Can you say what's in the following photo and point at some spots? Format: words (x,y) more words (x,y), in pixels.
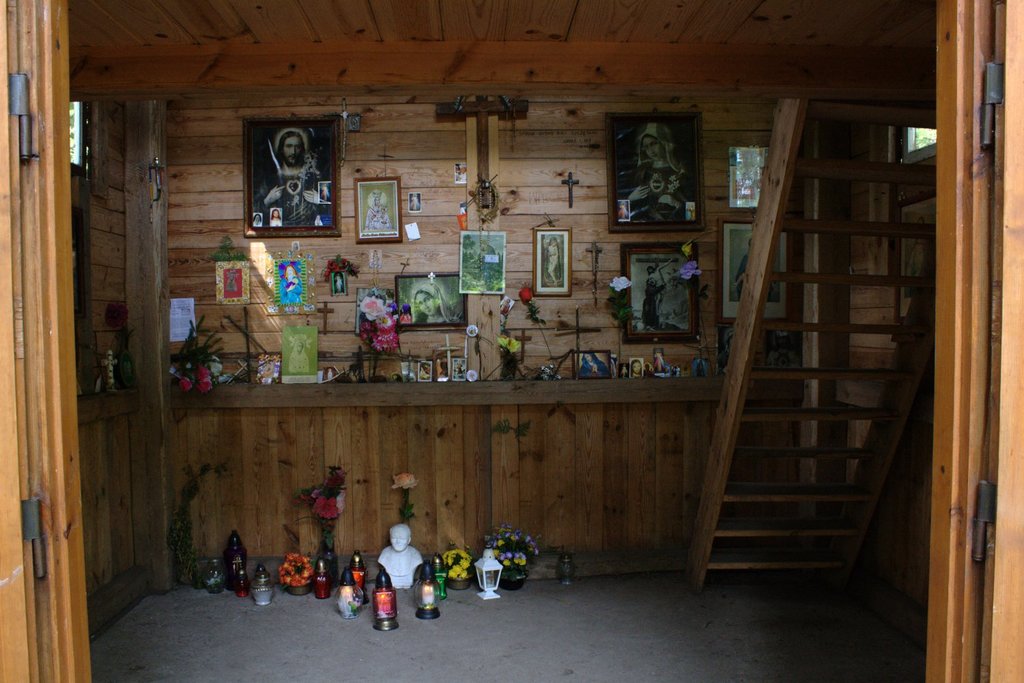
This image is clicked inside a room (476,362). There are stairs (820,366) on the right side (806,281). There are so many photo frames (370,298) in the middle (465,248). There are flower vases (306,565) in the middle (383,322).
